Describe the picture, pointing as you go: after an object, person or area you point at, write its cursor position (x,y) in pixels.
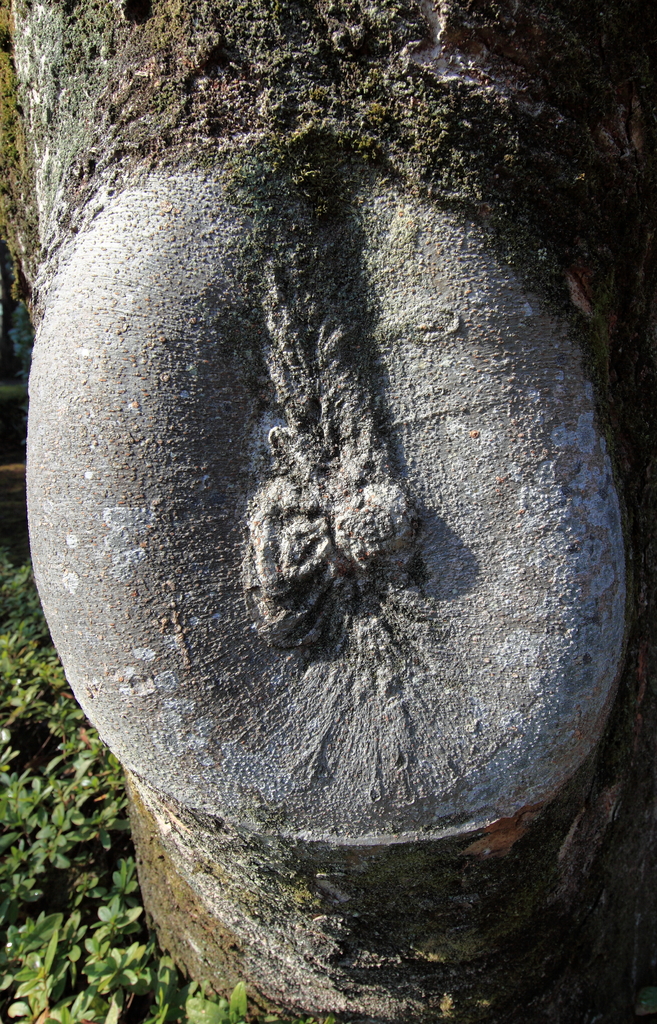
In this image, we can see the tree trunk (331,737). On the left side (87,895) bottom corner, we can see few plants (71,888).
